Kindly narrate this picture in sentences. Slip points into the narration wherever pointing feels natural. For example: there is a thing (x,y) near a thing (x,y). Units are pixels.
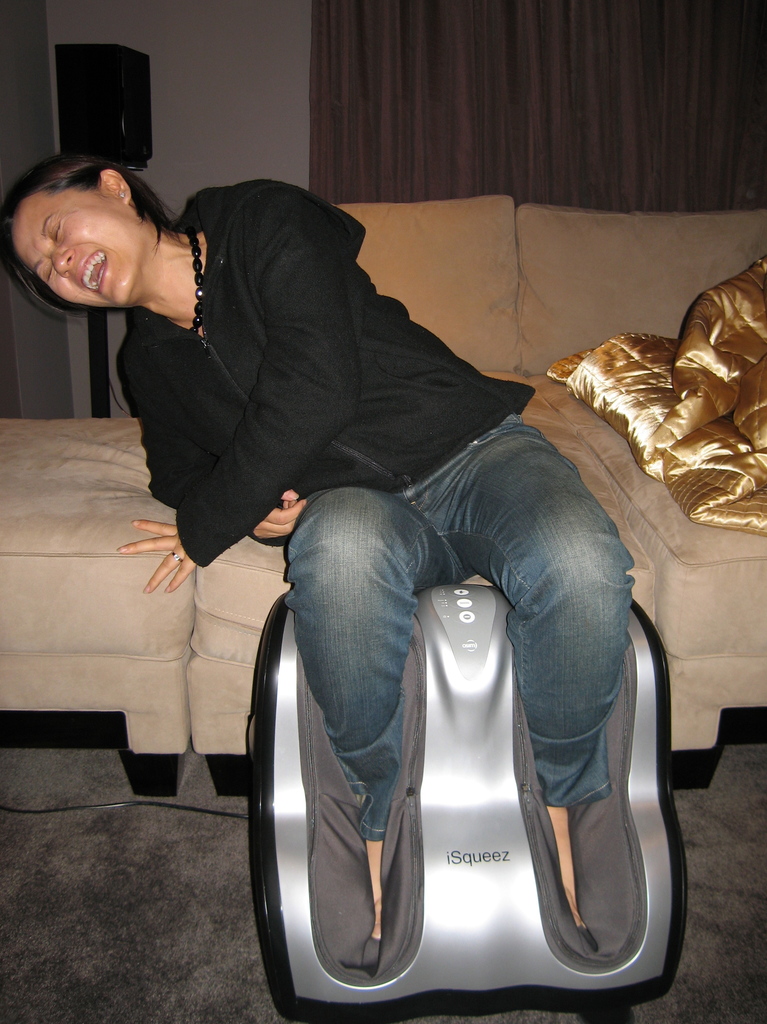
In this image we can see a woman (332,589) is sitting on a couch (746,700) and kept her legs (332,589) in a device (456,804) which is on the floor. In the background (663,450) we can see bed sheet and pillows (475,310) are on a couch (487,307), an object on a stand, wall (192,182) and curtain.
